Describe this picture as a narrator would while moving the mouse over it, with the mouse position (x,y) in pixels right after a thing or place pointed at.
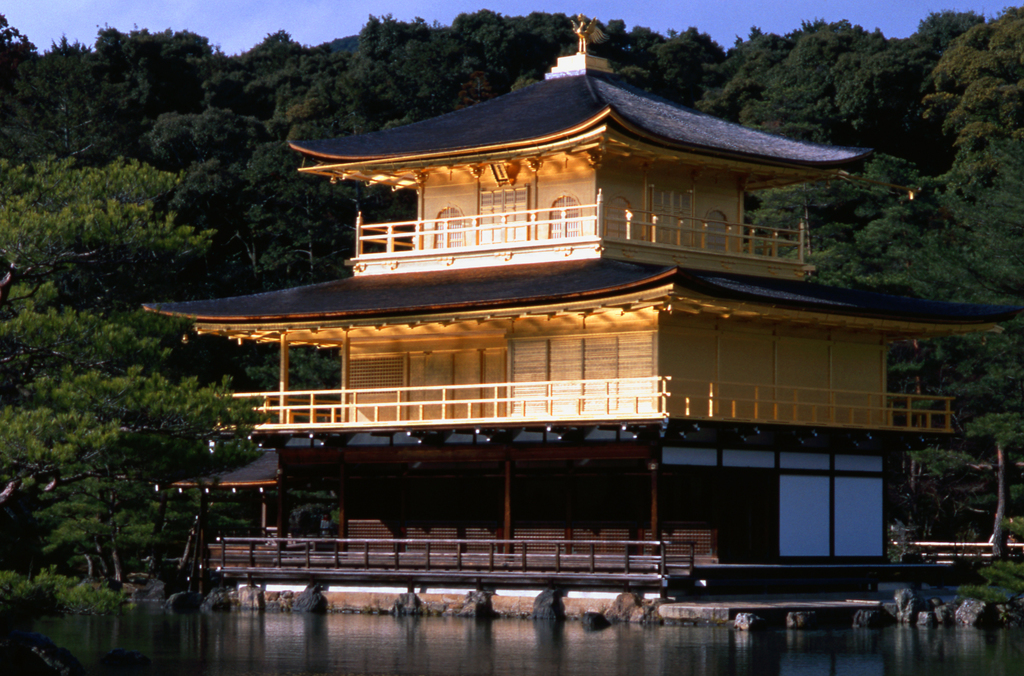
This is the picture of a building (437,374). In the foreground (350,527) there is a building (543,86). At the back (973,113) there are trees (973,113). At the top (896,30) there is sky (243,11). At the bottom (383,626) there is water (396,651). There is a sculpture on the top of the building (600,284).
